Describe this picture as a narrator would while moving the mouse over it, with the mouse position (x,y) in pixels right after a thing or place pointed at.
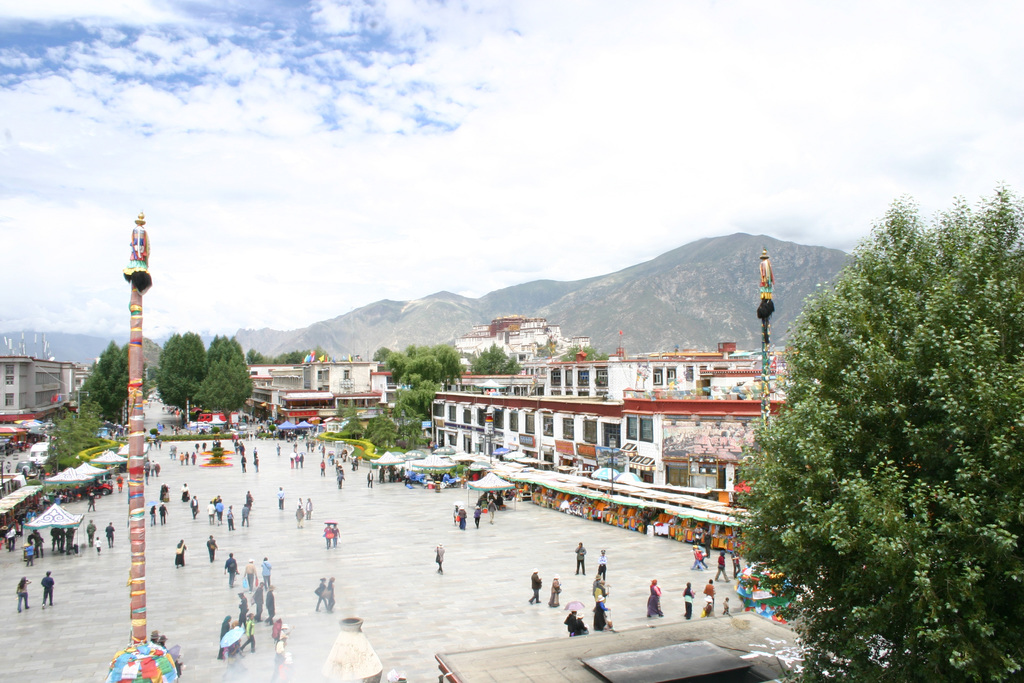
In this picture, we can see a few people (157,519), sheds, buildings (577,648), trees (185,396), hills (605,320), poles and the sky (491,173) with cloud (335,82).
